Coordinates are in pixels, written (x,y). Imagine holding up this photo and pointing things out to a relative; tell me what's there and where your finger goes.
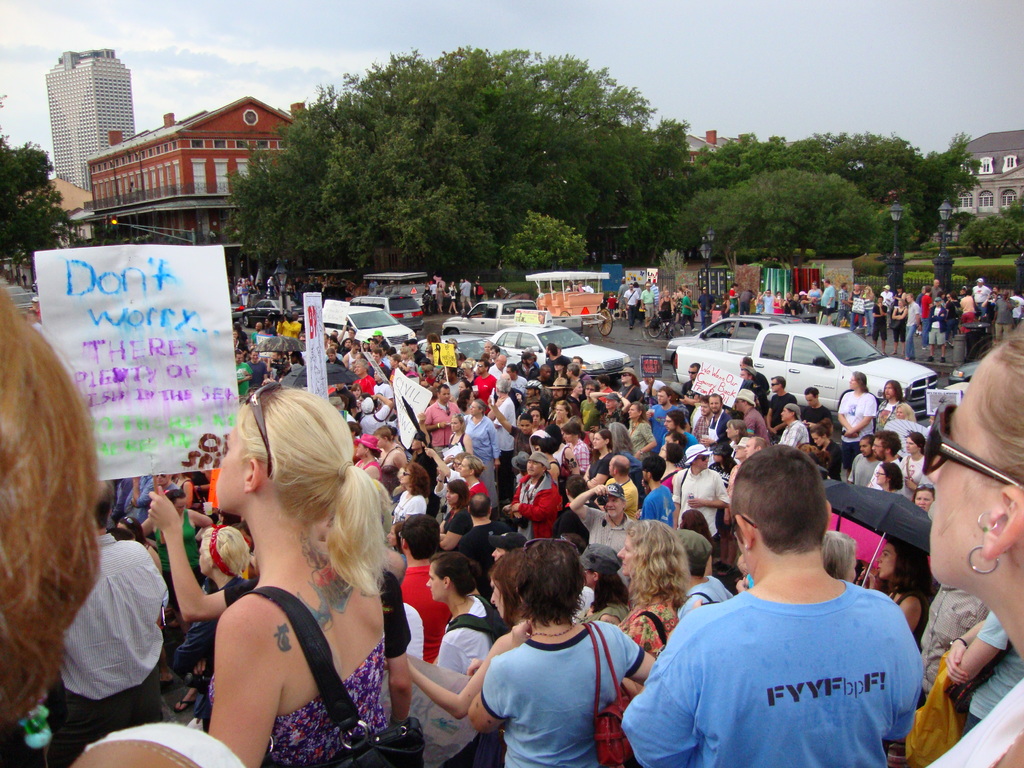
In this image, we can see persons (770,401) wearing clothes (425,601). There are some persons (264,610) holding boards (158,420) with their hands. There are some trees (300,192) in the middle of the image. There are buildings (162,156) in the top left (202,174) and in the top right of the image (982,215). There is a sky (513,43) at the top of the image (442,43).
